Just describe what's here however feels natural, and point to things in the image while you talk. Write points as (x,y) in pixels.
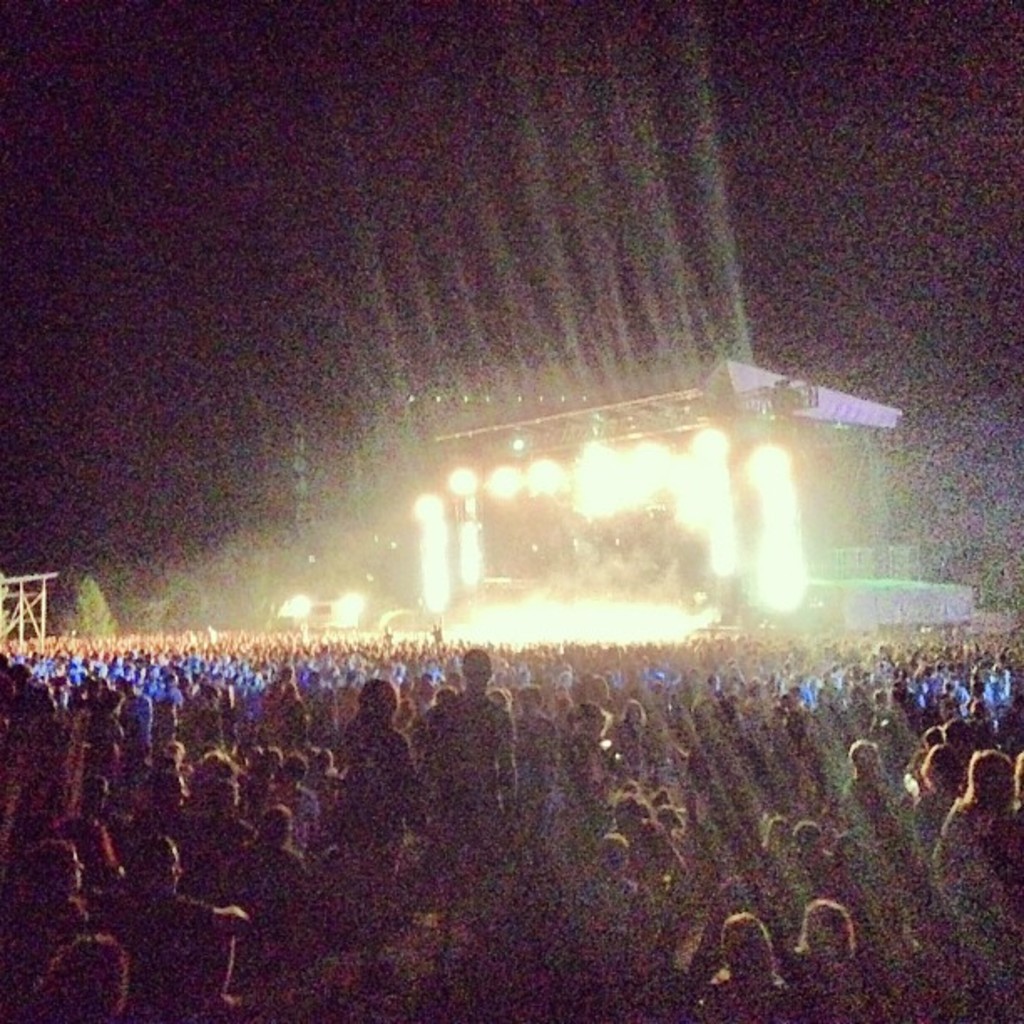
In this picture we can see some people (578,767) standing here, there are some lights (767,549) here, we can see a setting (795,528) here, in the background (638,359) there is sky (237,429), we can see a tree (95,604) here.
